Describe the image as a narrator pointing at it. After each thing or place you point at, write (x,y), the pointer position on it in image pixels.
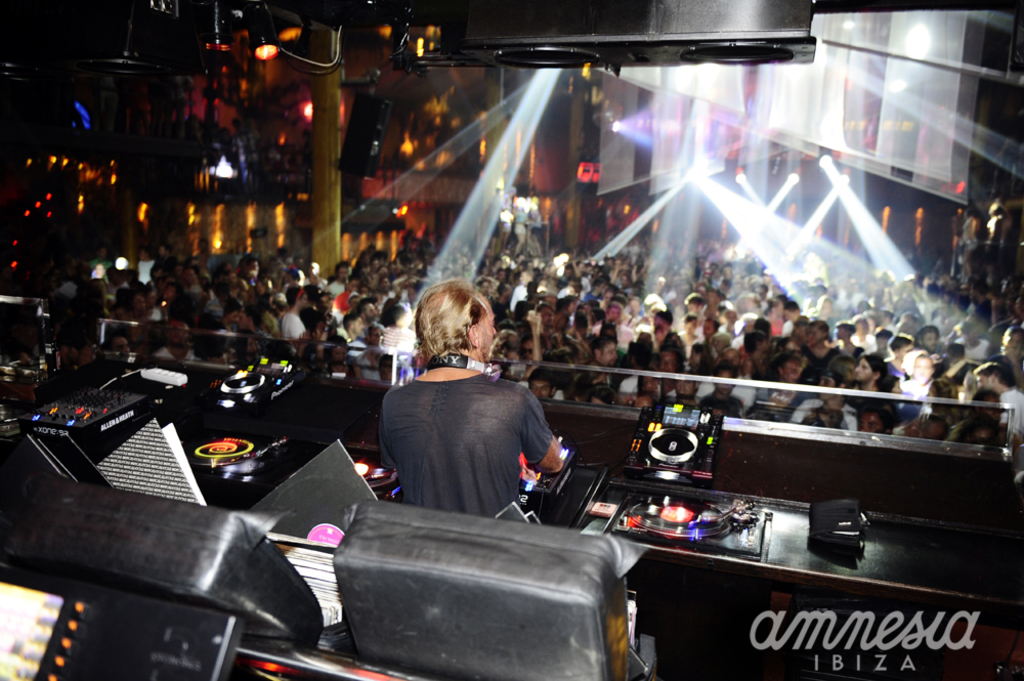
This picture might be taken inside a room (498,405). In this image, in the middle (504,425), we can see some lights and a man (484,492) standing in front of the table (812,579). On that table (803,567), we can see some turntables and mixers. In the background (612,259), we can see group of people (716,269). On the top (743,181) there is a roof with few lights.
